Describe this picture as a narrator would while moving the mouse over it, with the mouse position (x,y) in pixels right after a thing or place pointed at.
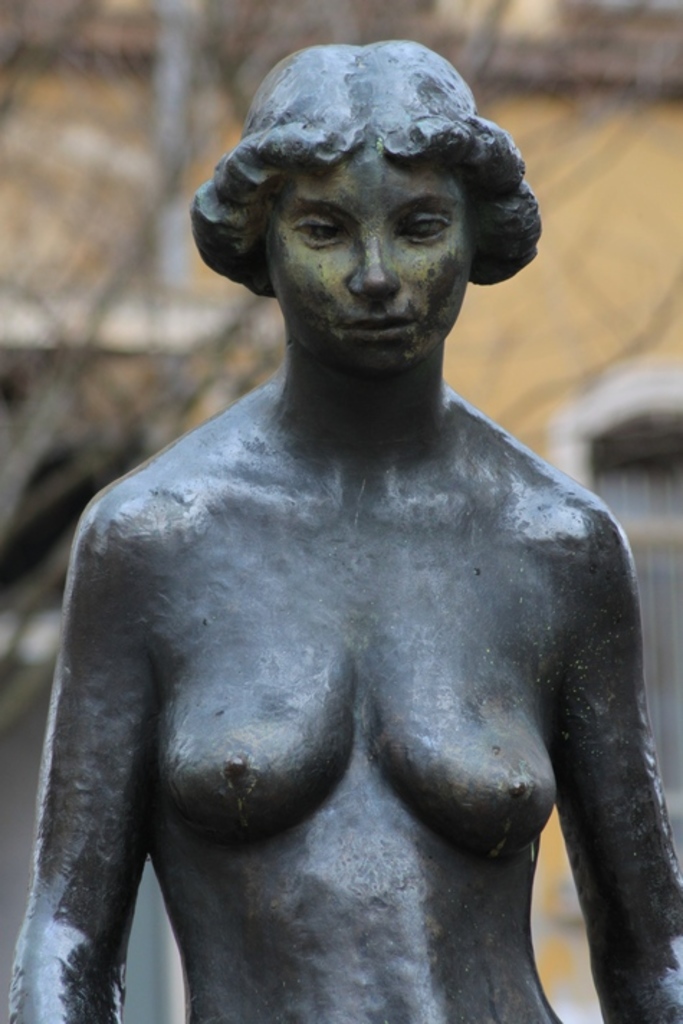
In the center of the image (367,430), we can see a sculpture (381,594) and in the background (548,55), there is a building (613,310) and we can see a window (638,531), on the right (651,593).
